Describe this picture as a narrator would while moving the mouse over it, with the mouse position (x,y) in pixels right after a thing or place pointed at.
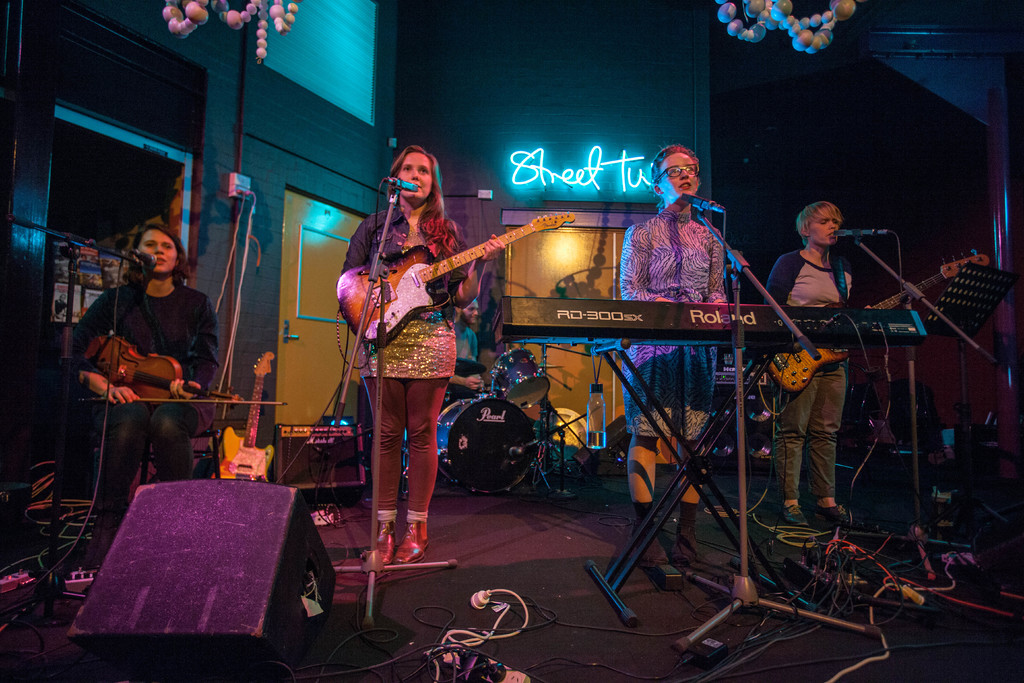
In the image there are people (495,252) who are working on the stage (539,554). There are five people (820,253) in which two of them (807,260) are playing the guitar (412,257), while one of them (667,245) is playing the keyboard (678,316). In front of them there is a mic (705,204). At the background (600,157) there is a wall (479,73) and drums (512,405).
